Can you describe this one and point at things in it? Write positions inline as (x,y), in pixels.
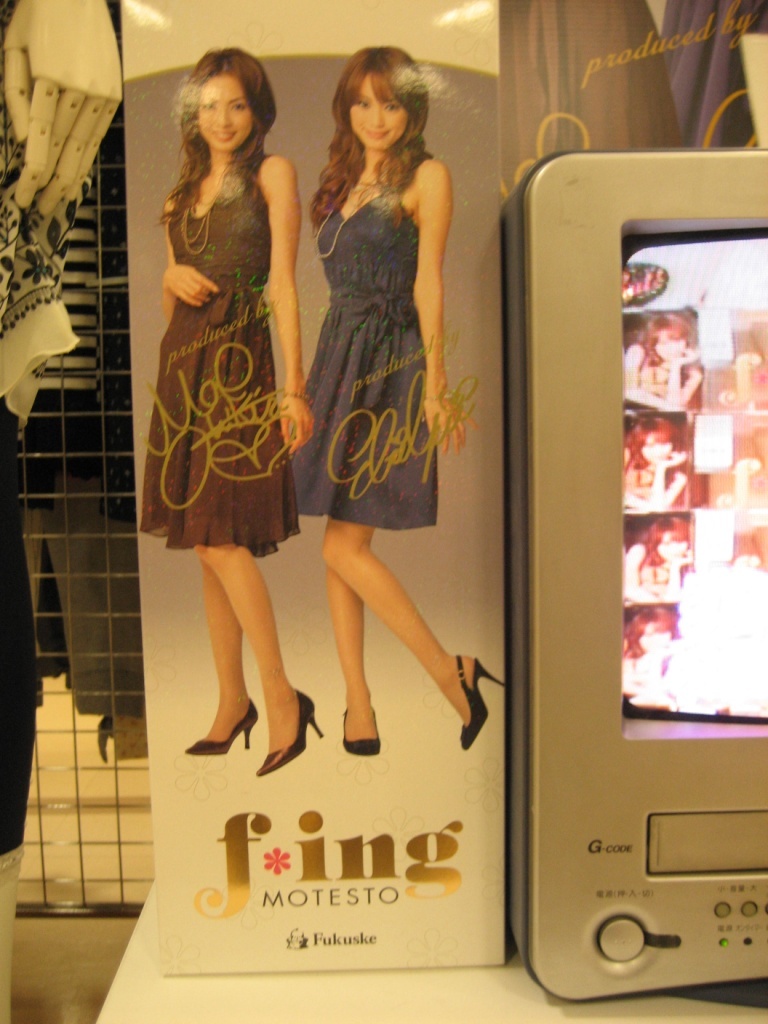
In this picture we can see a poster (218,806), screen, in this poster (353,851) we can see two women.
